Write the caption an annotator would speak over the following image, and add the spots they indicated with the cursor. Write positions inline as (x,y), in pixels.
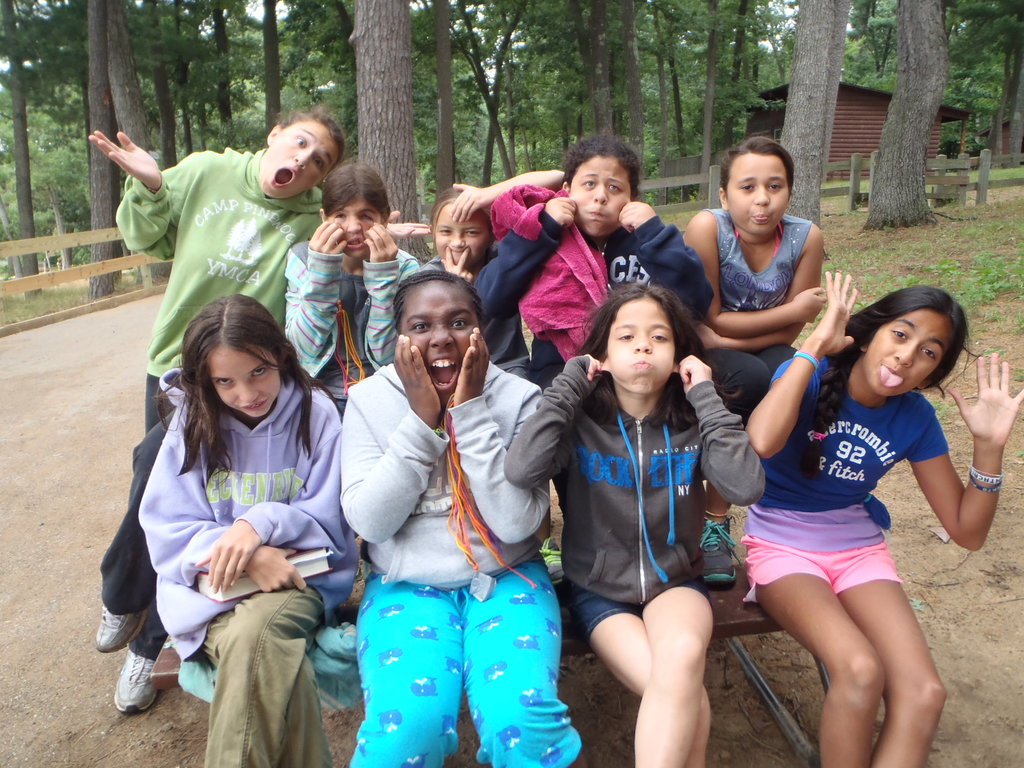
In this image in the middle (491,475), there is a girl (470,472), she wears a t shirt (508,508), trouser (449,688) and there are four girls (648,578), they are sitting on the bench (564,621), behind them there are five people (346,249). In the background (907,89) there are trees (956,62), house (864,162), fence (718,190), grassland (933,271). At the bottom (43,653) there is land (78,570).
